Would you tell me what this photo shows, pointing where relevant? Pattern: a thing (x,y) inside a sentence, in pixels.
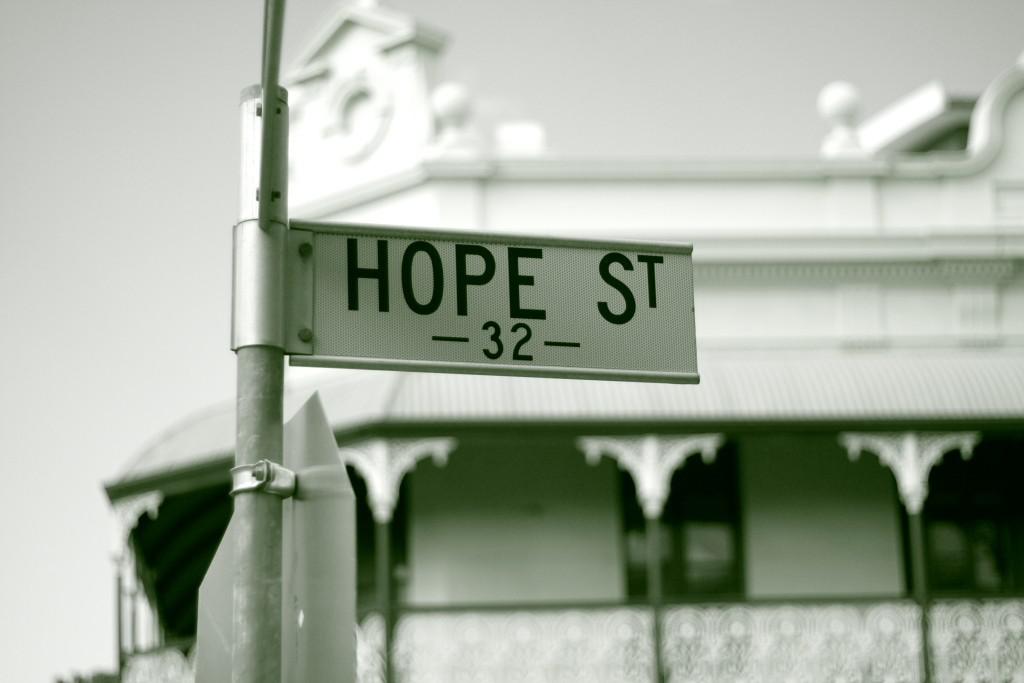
In this image we can see a pole (265,611) with a sign board (467,294). In the back (819,403) there is a building (611,521) with pillars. Also there is sky (87,220). And it is blurry in the background (546,487).
